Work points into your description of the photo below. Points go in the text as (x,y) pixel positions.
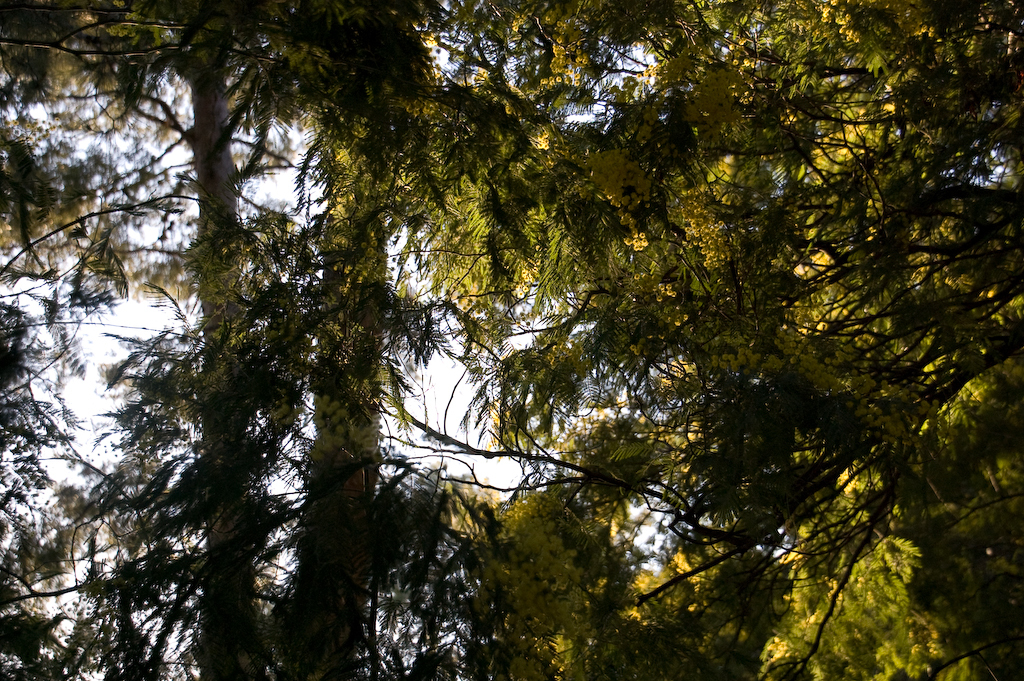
In this image I can see trees (558,438) and there is sky (423,409) at the top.
